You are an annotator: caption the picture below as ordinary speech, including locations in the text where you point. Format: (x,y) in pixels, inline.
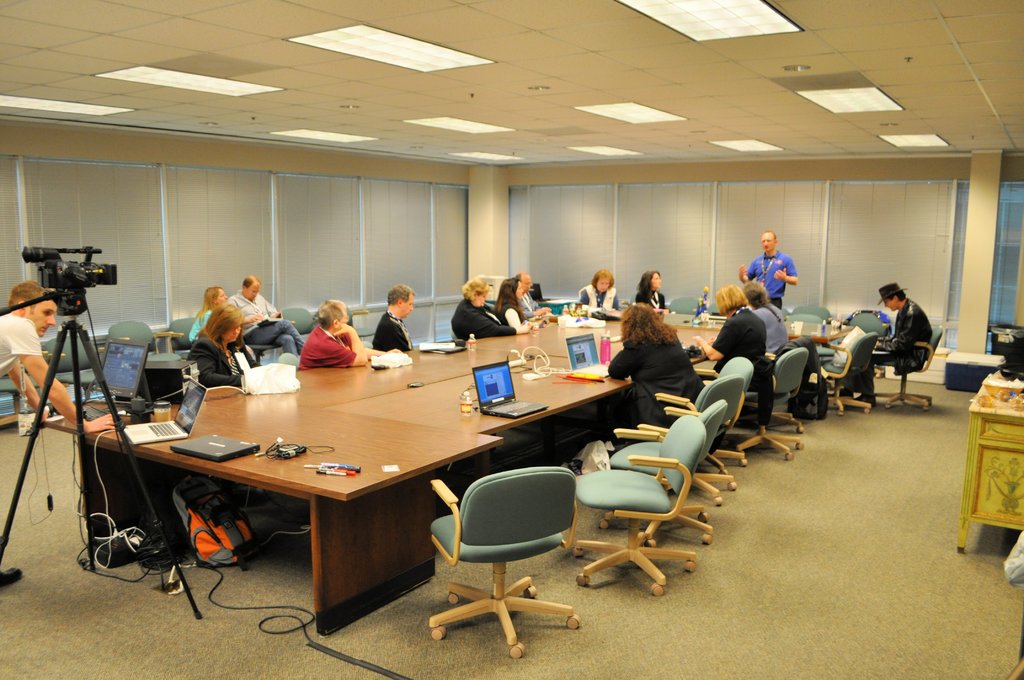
A group of people (650,282) are sitting around the chairs (634,507) and at here a man (765,258) is standing there and talking.
